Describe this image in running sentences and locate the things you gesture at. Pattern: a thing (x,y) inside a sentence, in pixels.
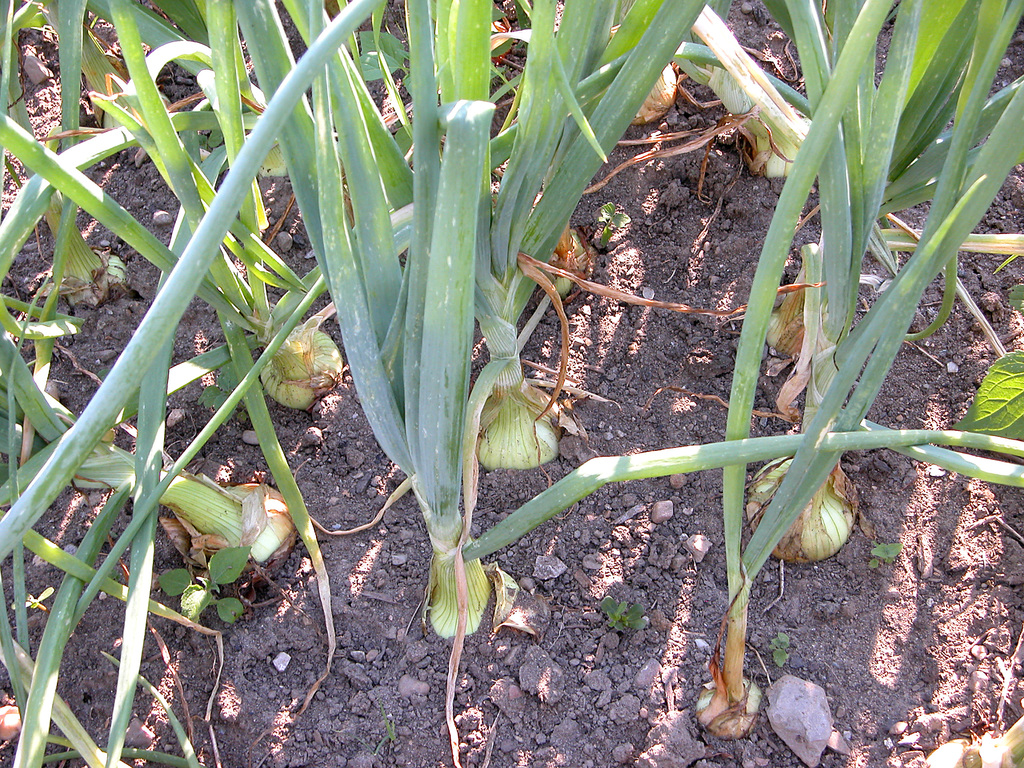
In this image there are plants (354,346).
